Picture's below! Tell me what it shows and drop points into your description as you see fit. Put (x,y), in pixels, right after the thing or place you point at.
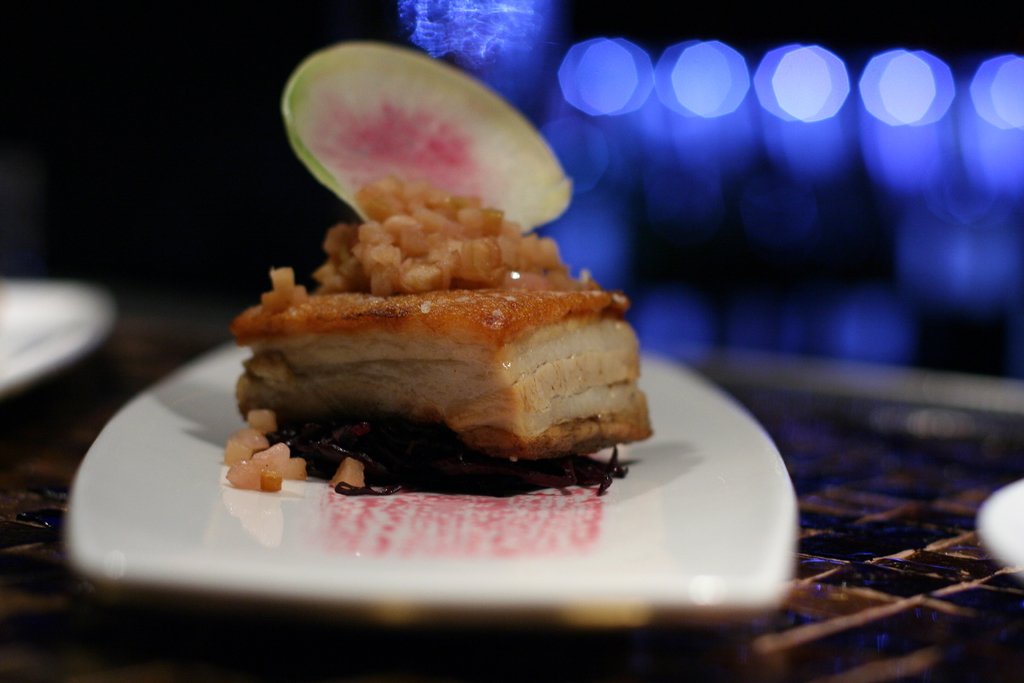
As we can see in the image in the front (808,494) there is a table (886,500). On table (119,380) there are plates (1019,510) and dish (419,366). The background (487,38) is blurred.
